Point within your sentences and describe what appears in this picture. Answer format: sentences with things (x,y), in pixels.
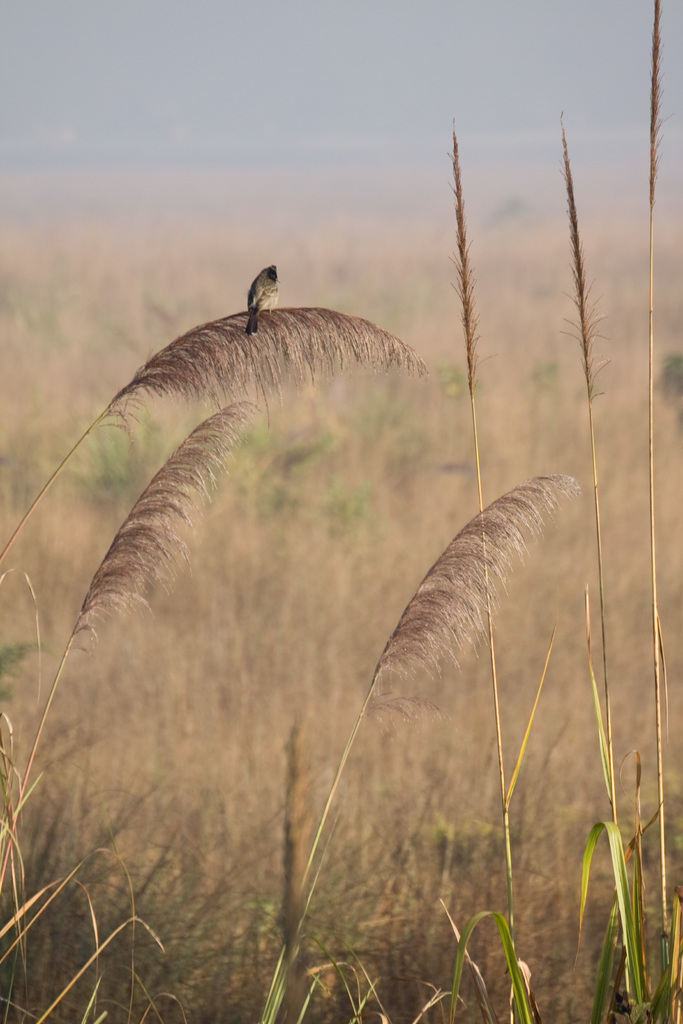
In the center of the image (309,354) we can see a bird (261,299) on the plant (295,322). At the bottom (142,919) there is grass (409,905). In the background (334,530) there is a field (212,289).
